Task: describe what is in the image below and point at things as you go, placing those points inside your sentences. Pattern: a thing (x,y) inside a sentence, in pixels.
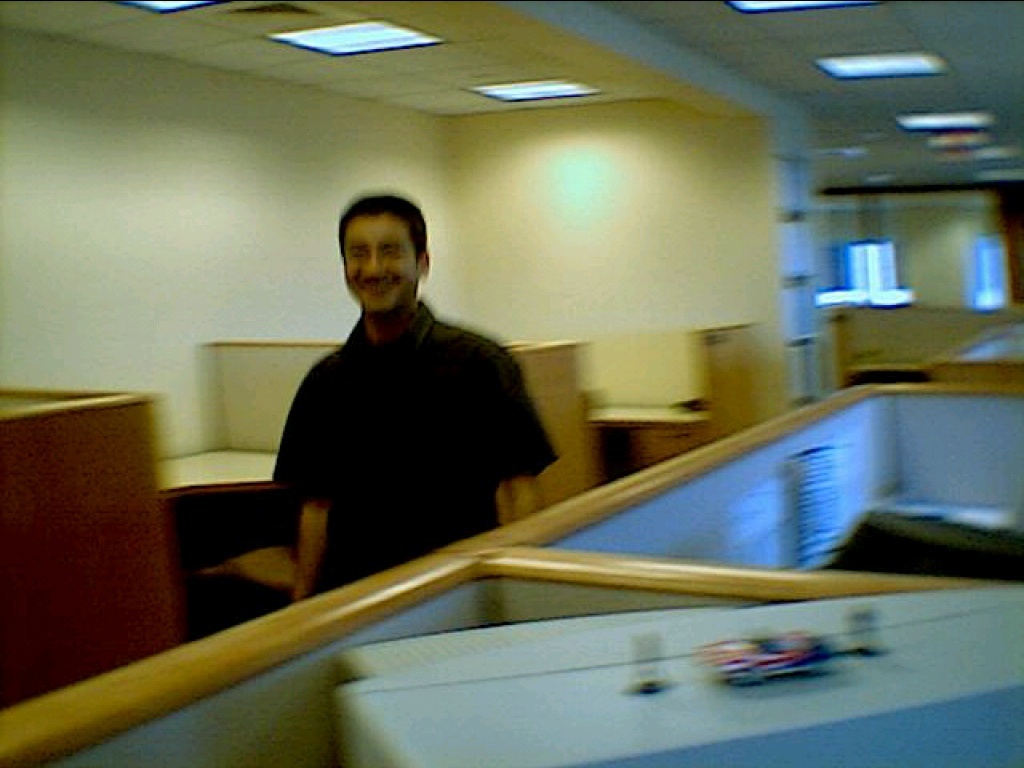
In the center of the image (419,466) we can see a man (409,499). He is wearing a shirt (415,423). In the background (570,207) there is a wall (589,207) and we can see a window (869,273). At the top (875,72) there are lights (882,63).
